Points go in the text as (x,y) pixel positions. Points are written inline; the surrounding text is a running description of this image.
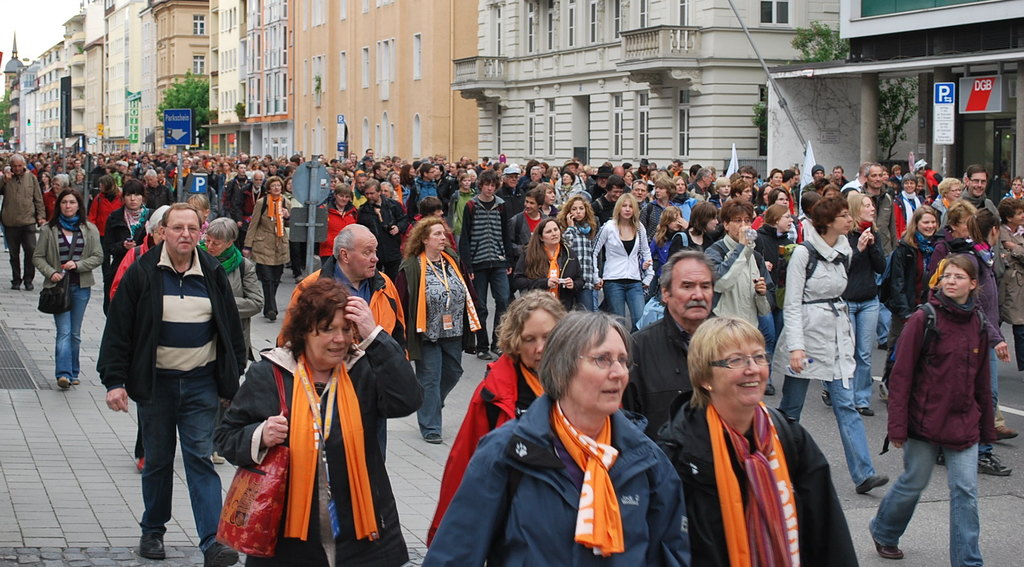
In this image we can see people (669,340) walking on the road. In the background of the image (511,135) there are buildings (511,135), poles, trees (173,99).
